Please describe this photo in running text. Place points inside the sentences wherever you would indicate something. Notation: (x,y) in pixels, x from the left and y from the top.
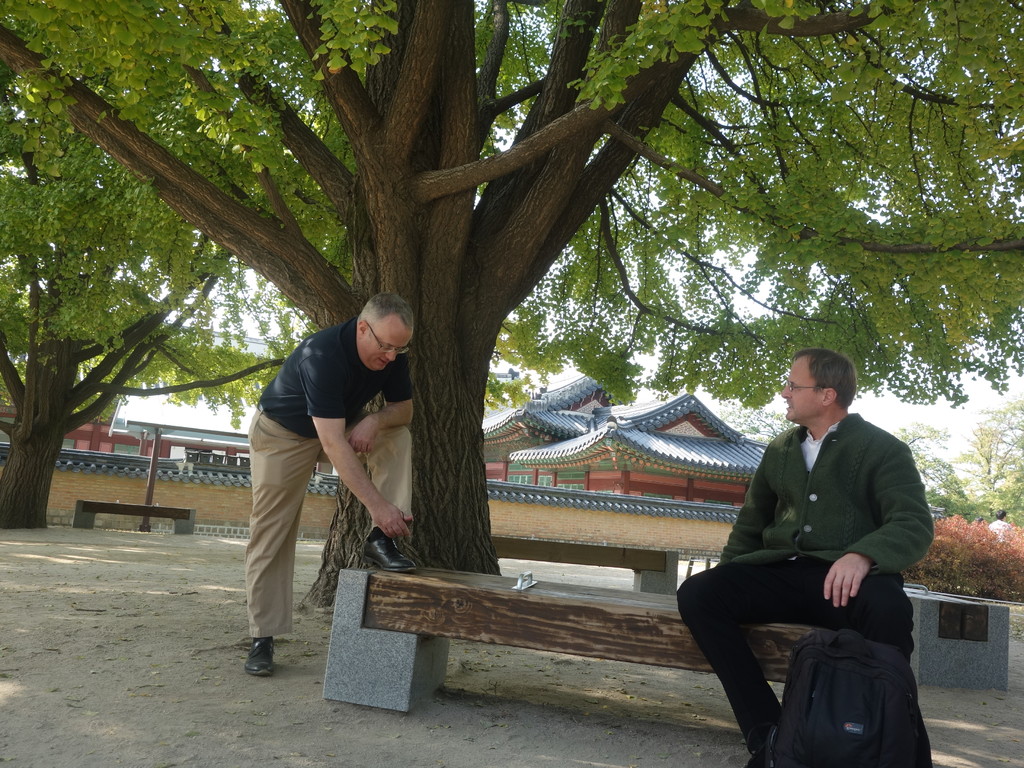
The person (744,691) in the right (811,547) is sitting on a bench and the person (350,408) in the left (336,408) is placed one of his leg (397,505) on the bench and there are trees (79,260) and buildings (490,413) in the background (287,319).
